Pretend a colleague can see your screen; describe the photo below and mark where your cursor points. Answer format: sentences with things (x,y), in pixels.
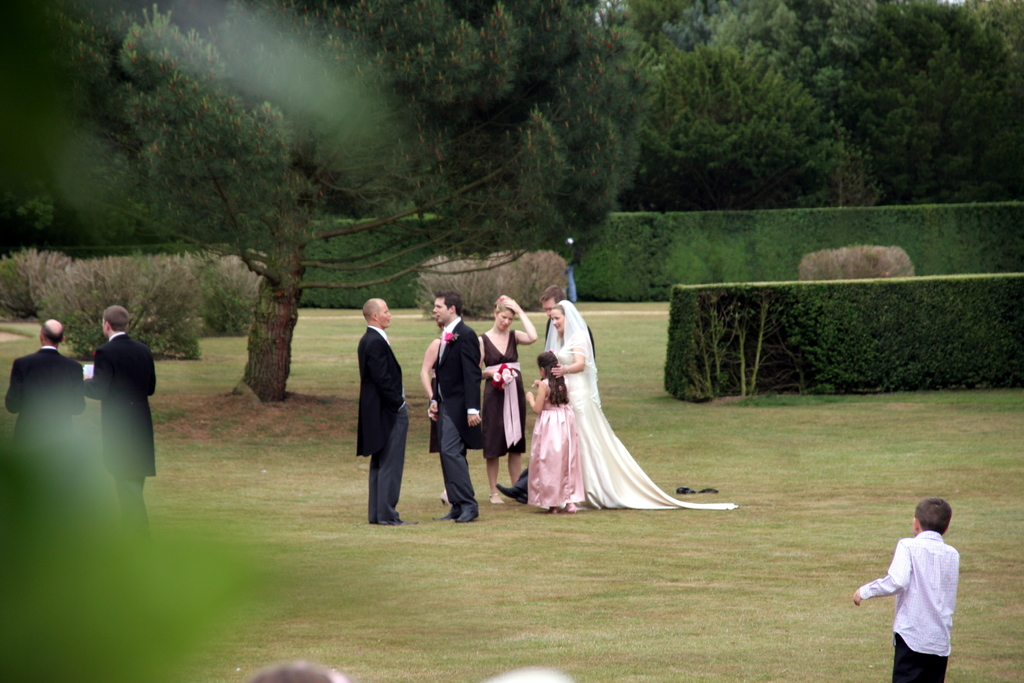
In this picture there people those who are standing in the center of the image (567,311) and there are other people (151,459) on the left side of the image (44,335), there is grass land (730,453) at the bottom side of the image (779,525) and there are trees (655,113) at the top side of the image (425,119).
